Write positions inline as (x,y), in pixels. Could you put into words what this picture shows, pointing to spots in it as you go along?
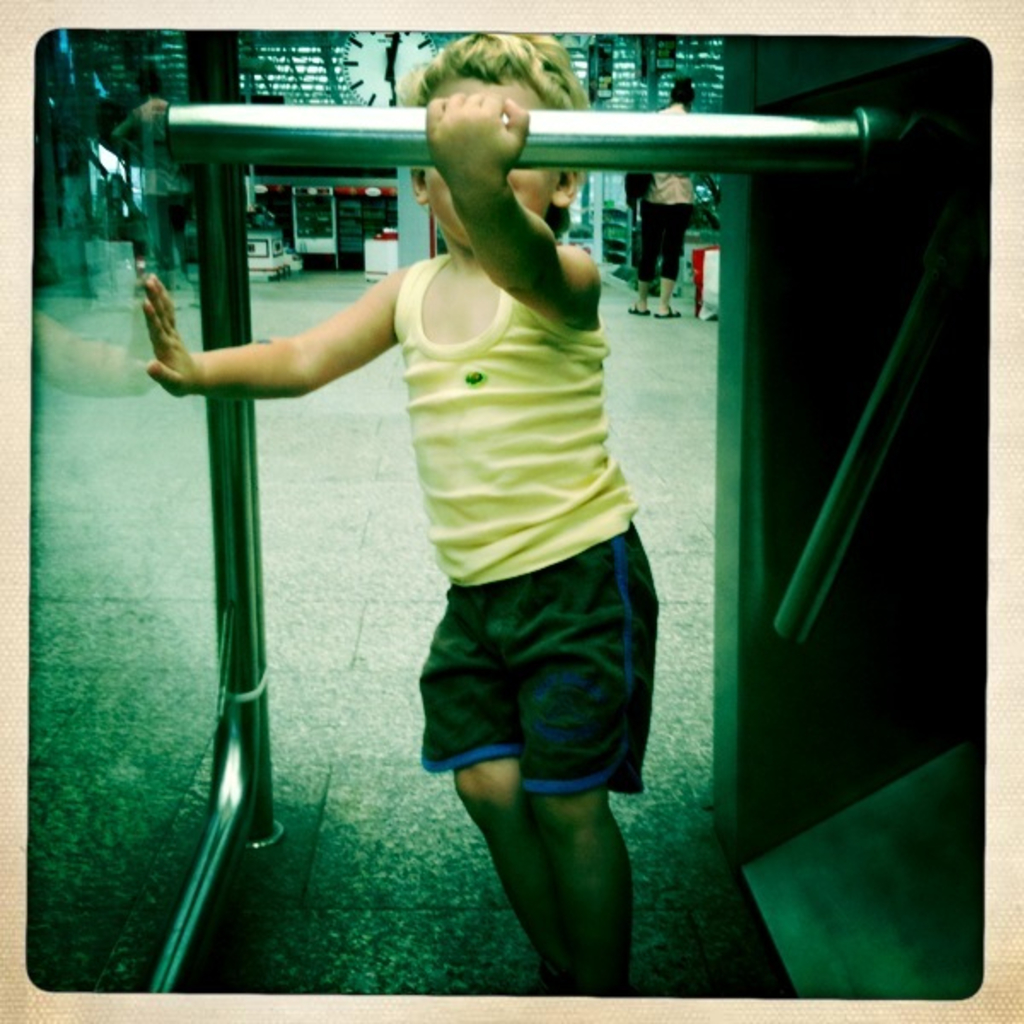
In this image we can see a boy (492,385) standing and holding an object (423,124), on the left side of the image (135,475) we can see the glass (197,760), in the background (376,189) we can see some poles (601,198), boards (362,190), bag (645,192), clock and some other objects (314,215), also we can see a person (673,232) standing and holding an object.
